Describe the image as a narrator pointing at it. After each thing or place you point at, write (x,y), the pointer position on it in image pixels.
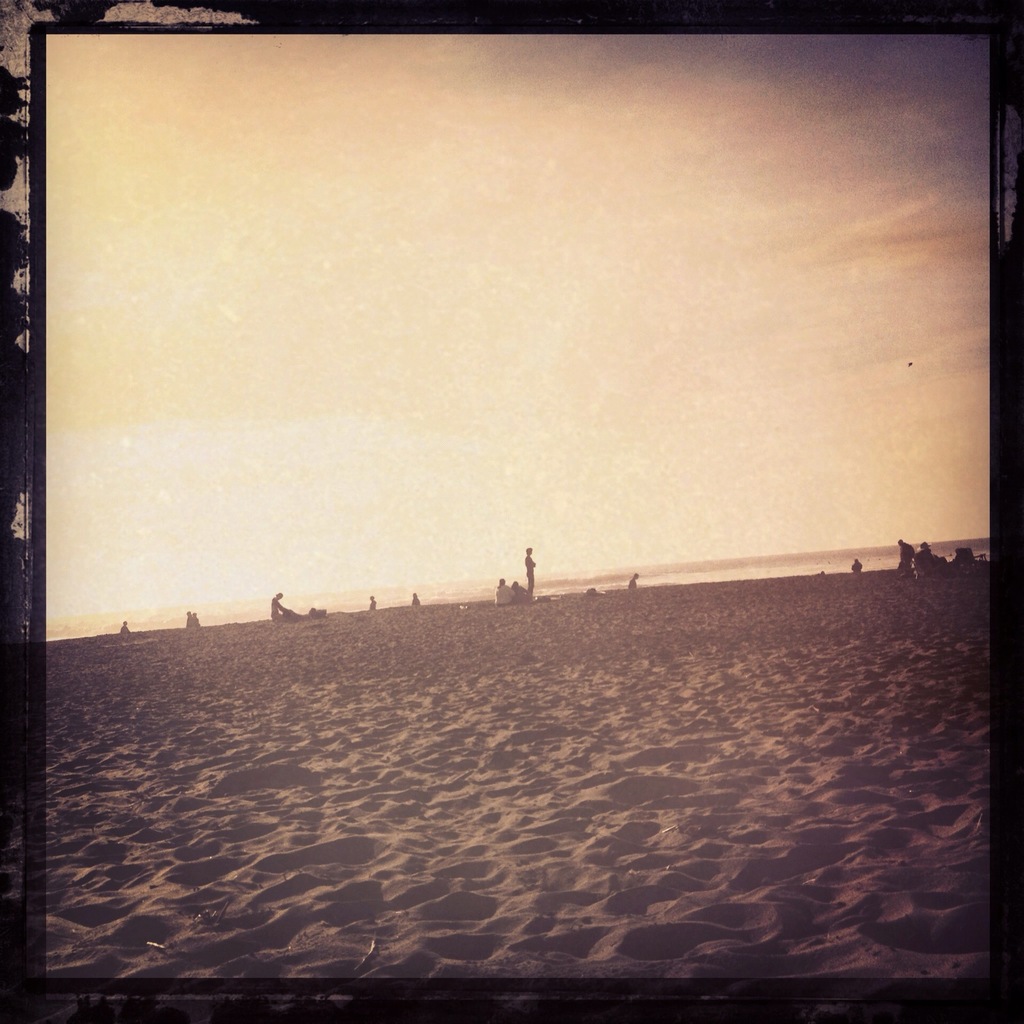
In the center of the image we can see some persons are there. At the bottom of the image (631,886) soil (652,858) is there. At the top of the image (715,292) sky (741,303) is present.
